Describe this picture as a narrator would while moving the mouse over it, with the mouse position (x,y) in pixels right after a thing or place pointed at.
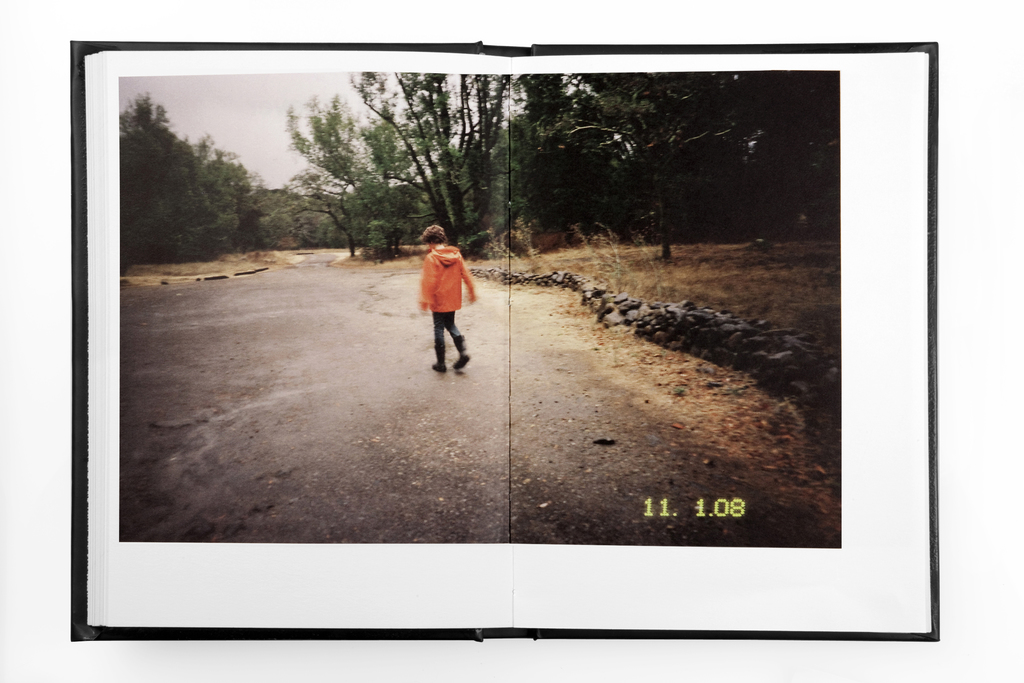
This is an edited image. We can see a person (422,301) is standing on the road (422,345). In front of the person (429,257) there are trees (295,191) and the sky (236,120). On the image, there is a watermark (697,505).
